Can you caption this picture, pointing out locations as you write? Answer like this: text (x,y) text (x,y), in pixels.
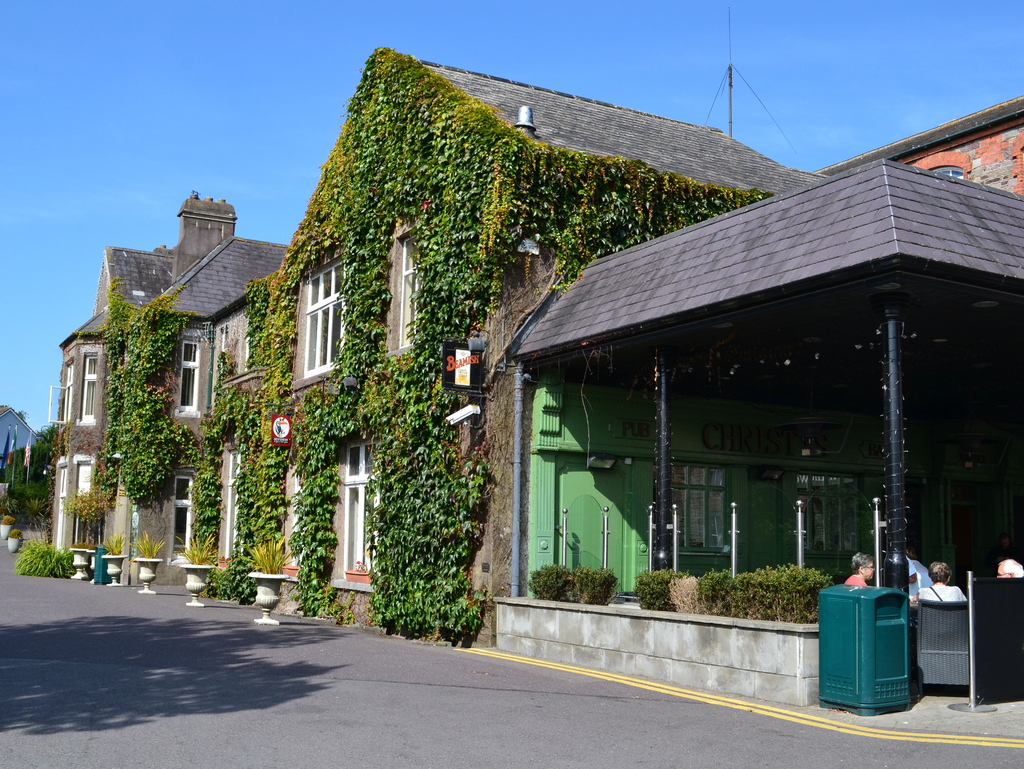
In this picture we can see the road (106,692), pots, poles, plants (313,250), flags (11,450), some people (862,565) are sitting on chairs (936,619), buildings (679,565) with windows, some objects (867,618) and in the background (242,79) we can see the sky (147,87).
